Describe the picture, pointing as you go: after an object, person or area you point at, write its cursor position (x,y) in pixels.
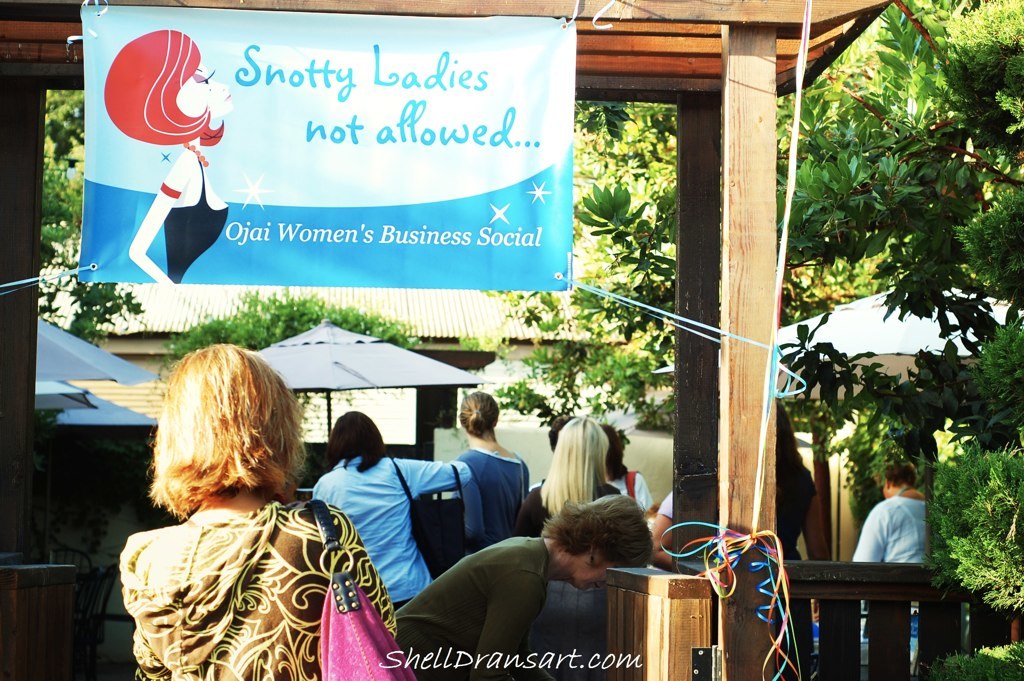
In the foreground of this image (399,549) we can see a group of persons (285,569). There are trees (836,400) and shelters (414,348) in the background (810,216). There is a poster (308,164) with an image of a woman (175,187) at the top of this image (219,109). There is a watermark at the bottom of this image (505,660).
